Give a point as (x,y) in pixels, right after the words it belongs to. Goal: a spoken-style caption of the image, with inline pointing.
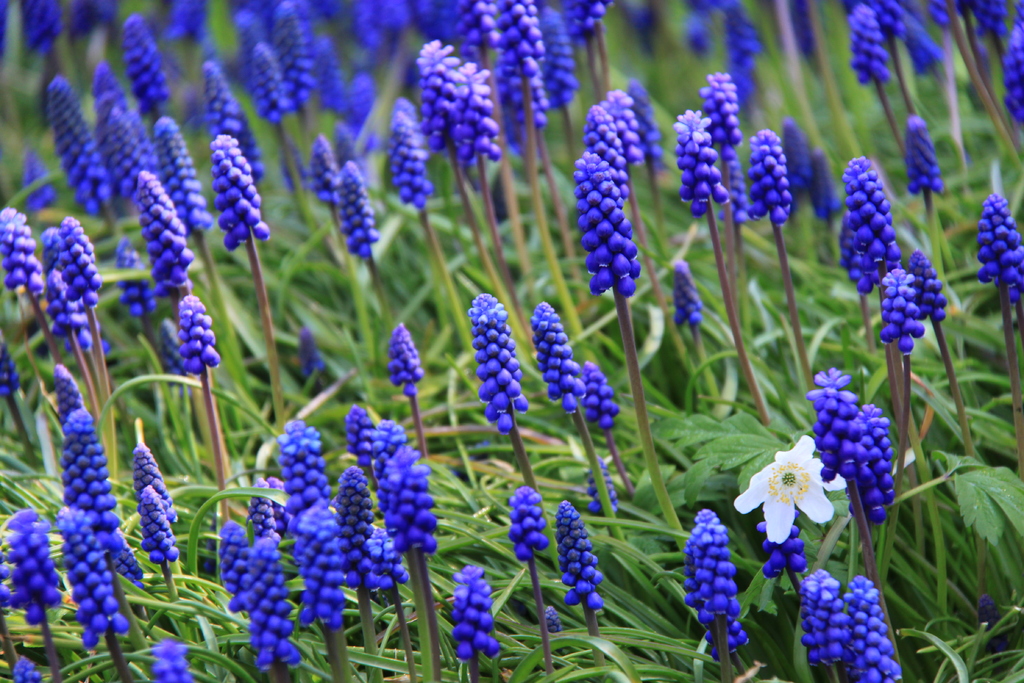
In this image I can see few plants (582,458) which are green in color and I can see few flowers (772,512) which are violet, white and yellow in color.
